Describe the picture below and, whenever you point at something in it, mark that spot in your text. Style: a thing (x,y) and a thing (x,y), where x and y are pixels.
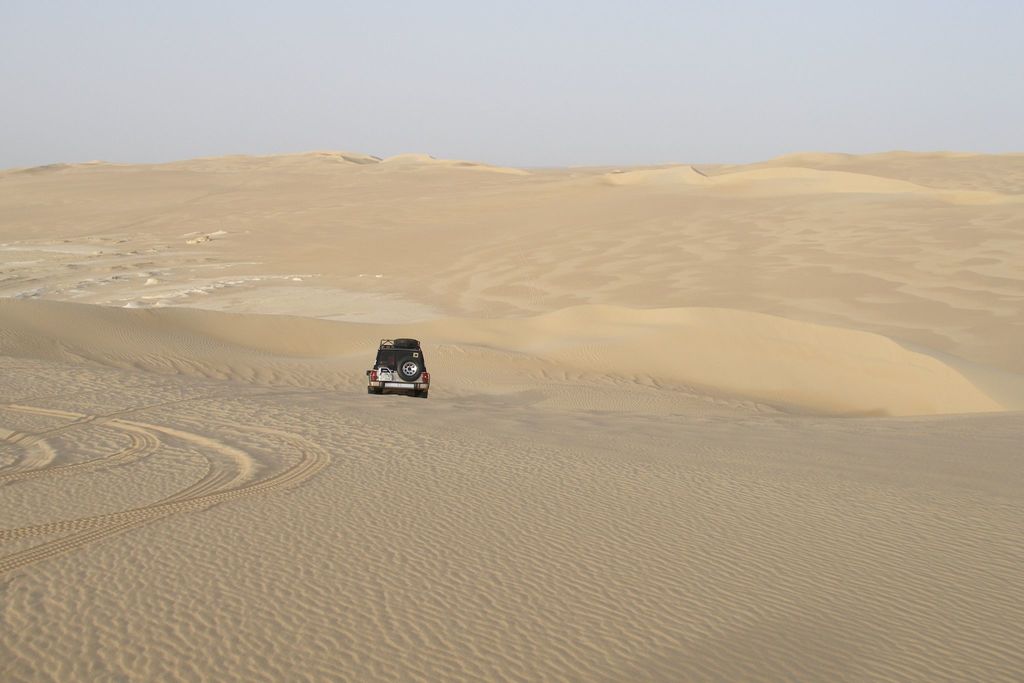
In the center of the image (410,379) we can see a jeep (402,371) on the singing sand (500,458). On the backside (588,150) we can see the sky (529,112) which looks cloudy.
